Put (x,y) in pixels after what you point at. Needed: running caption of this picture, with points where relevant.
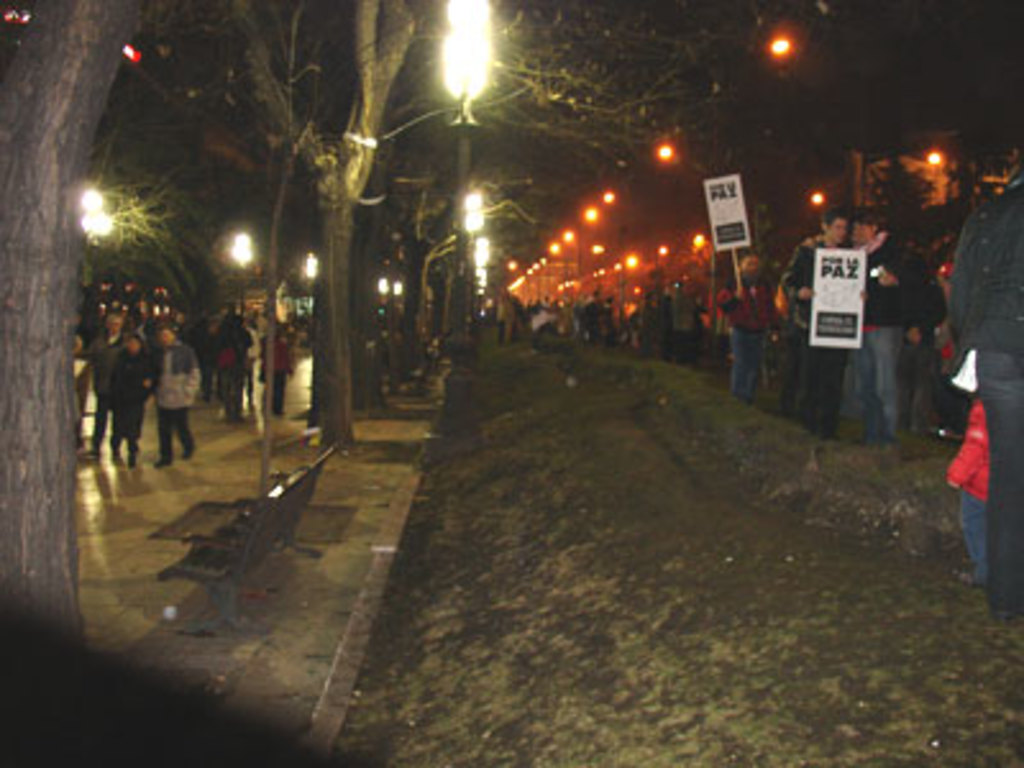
In this image we can see a group of people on the ground (260,613). In that some are holding the boards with text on them. We can also see a bench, the bark (19,500) of a tree (51,584), some trees (339,354), the street poles (464,320) and the sky (634,154).
